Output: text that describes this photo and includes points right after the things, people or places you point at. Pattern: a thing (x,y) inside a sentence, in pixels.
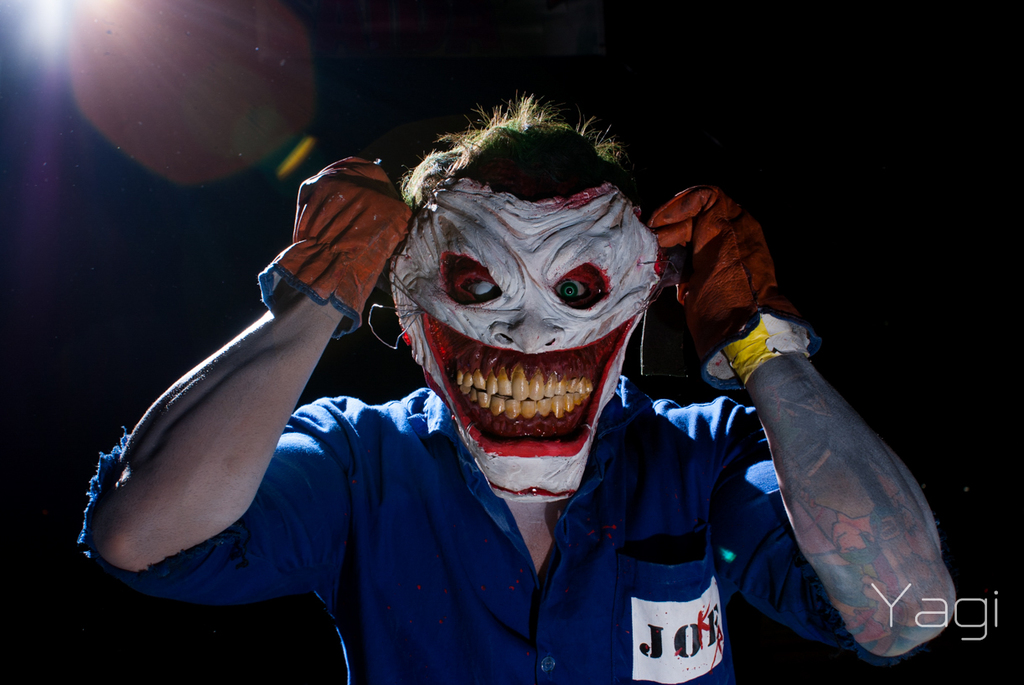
In this picture we can see a person (392,268) wore a face mask (551,279), gloves (780,323) and in the background (558,93) it is blurry.
